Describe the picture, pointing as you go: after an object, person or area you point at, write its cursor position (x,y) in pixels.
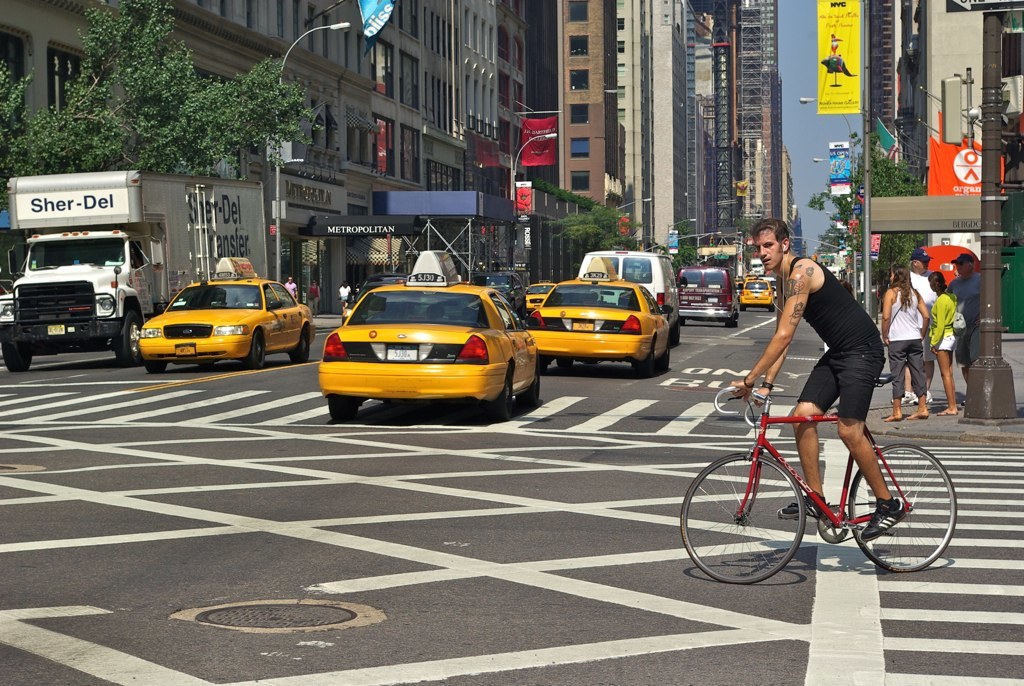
This picture is taken on the road side (987,622), In the right side (859,485) there is a man (871,457) riding a bicycle (775,455) which is in red color, In the middle (460,381) there are some cars (530,359) which are in yellow color, In the right side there is a green color tree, In the background (409,120) there are some buildings (435,111) and in the right side (934,354) there are some people (944,320) walking.
